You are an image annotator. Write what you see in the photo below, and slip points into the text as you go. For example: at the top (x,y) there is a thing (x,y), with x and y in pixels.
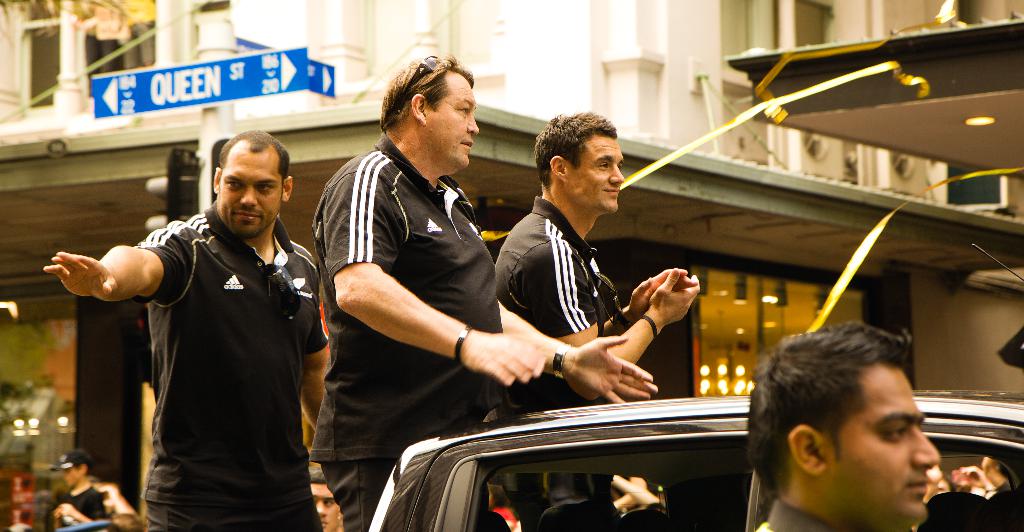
In the picture I can see these people (327,237) wearing black T-shirts (217,440) are standing in the vehicle (682,434) which is moving on the road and we can see a few more people (852,456) are walking on the road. The background of the image (29,136) is slightly blurred, where we can see blue color boards (265,54) and traffic signals (180,196) are fixed to the poles (219,122) and we can see the buildings (716,62) with glass doors (781,304).
